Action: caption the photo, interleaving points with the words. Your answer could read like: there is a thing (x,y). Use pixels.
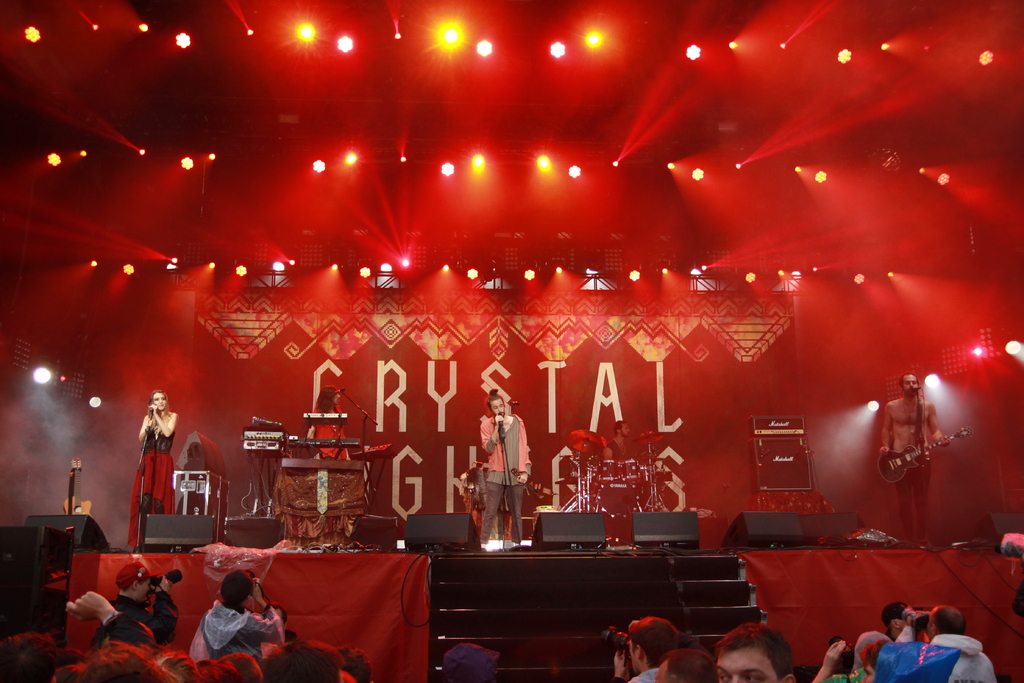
In this image, we can see few people (139,517) are on the stage (576,449). Here there are few stands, black boxes (71,560), musical instruments (331,441). Background (693,437) there is a banner (611,301). Top of the image (405,161), we can see the lights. At the bottom of the image (757,661), we can see stairs (598,667), clothes (794,604), a group of people (701,667). Few people (897,641) are holding cameras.
